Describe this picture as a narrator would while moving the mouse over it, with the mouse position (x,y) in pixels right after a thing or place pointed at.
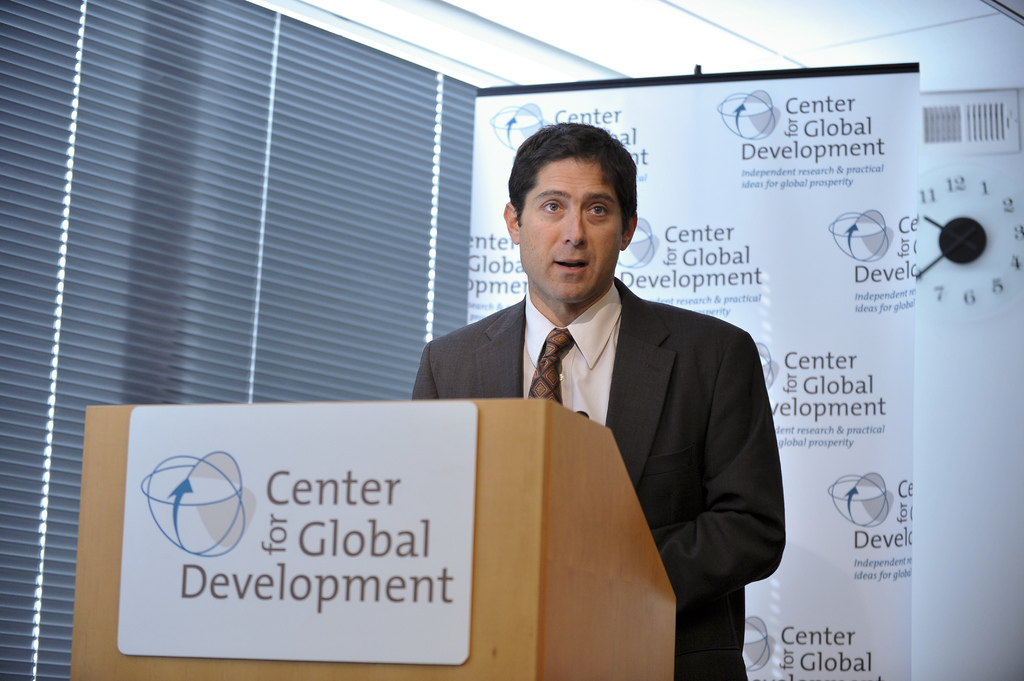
In this image I can see a person (483,397) standing. Behind the person (773,474) there is a banner (671,135) or a board (780,161). There is a podium (562,498) with a board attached to it and there is a clock (926,289) attached to the wall (1019,310).
